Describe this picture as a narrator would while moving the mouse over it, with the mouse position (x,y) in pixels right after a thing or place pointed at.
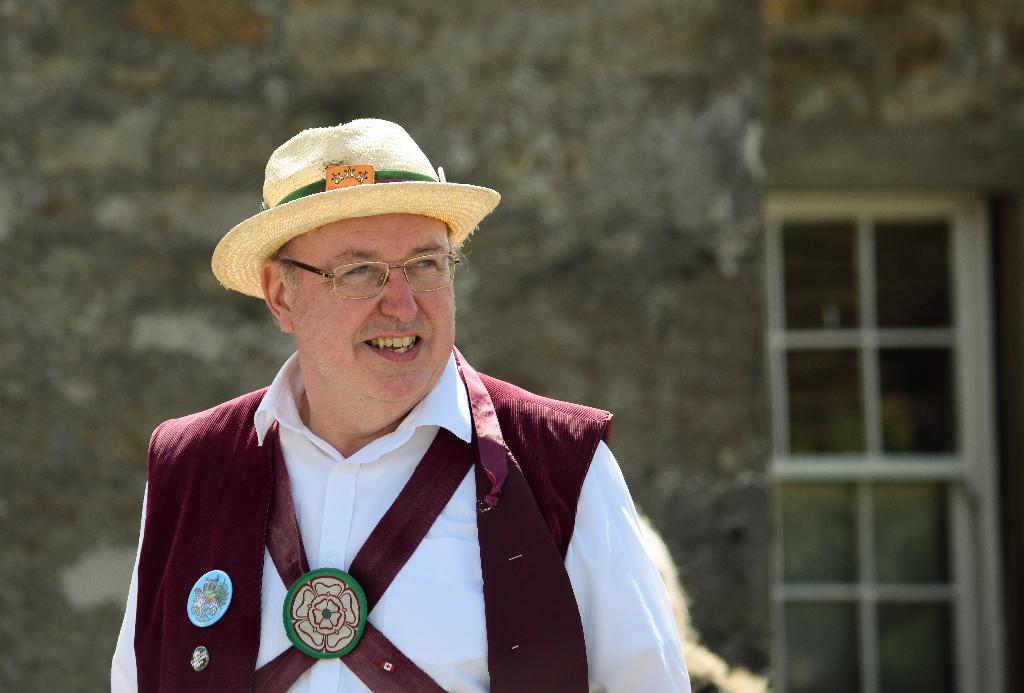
In this image in the foreground (400,418) there is one person (309,344) who is wearing a hat (369,153) and spectacles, and in the background (670,191) there is wall (796,189) and window (860,418).
